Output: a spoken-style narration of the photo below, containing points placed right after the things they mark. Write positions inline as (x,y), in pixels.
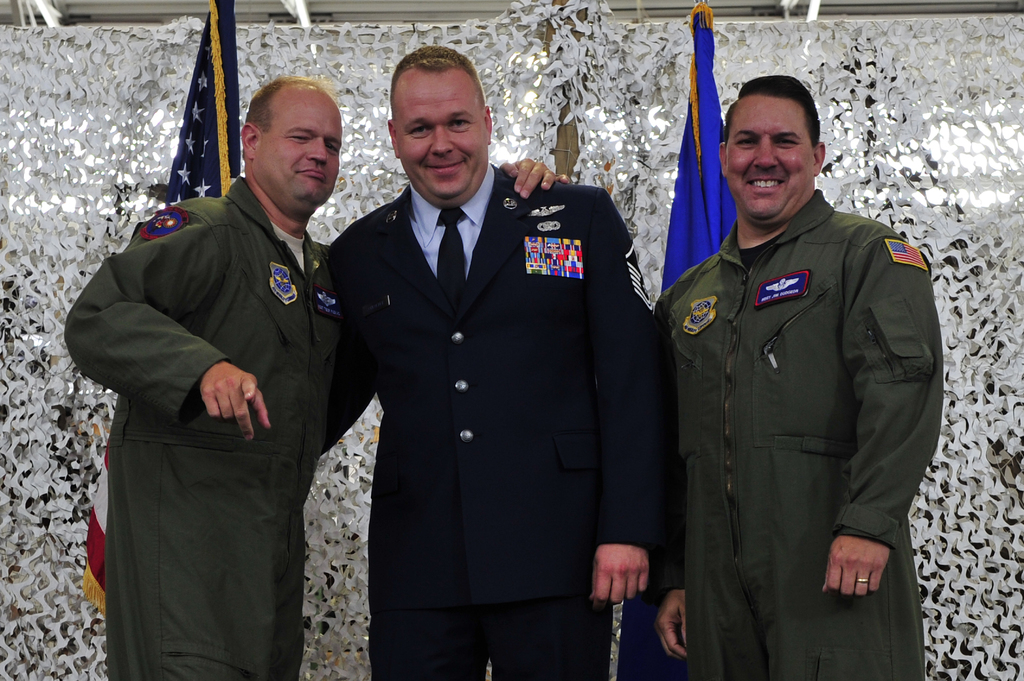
In this image we can see three persons (653,378) and they are smiling. In the background (30,414) we can see flags (713,43) and an object (756,55).
